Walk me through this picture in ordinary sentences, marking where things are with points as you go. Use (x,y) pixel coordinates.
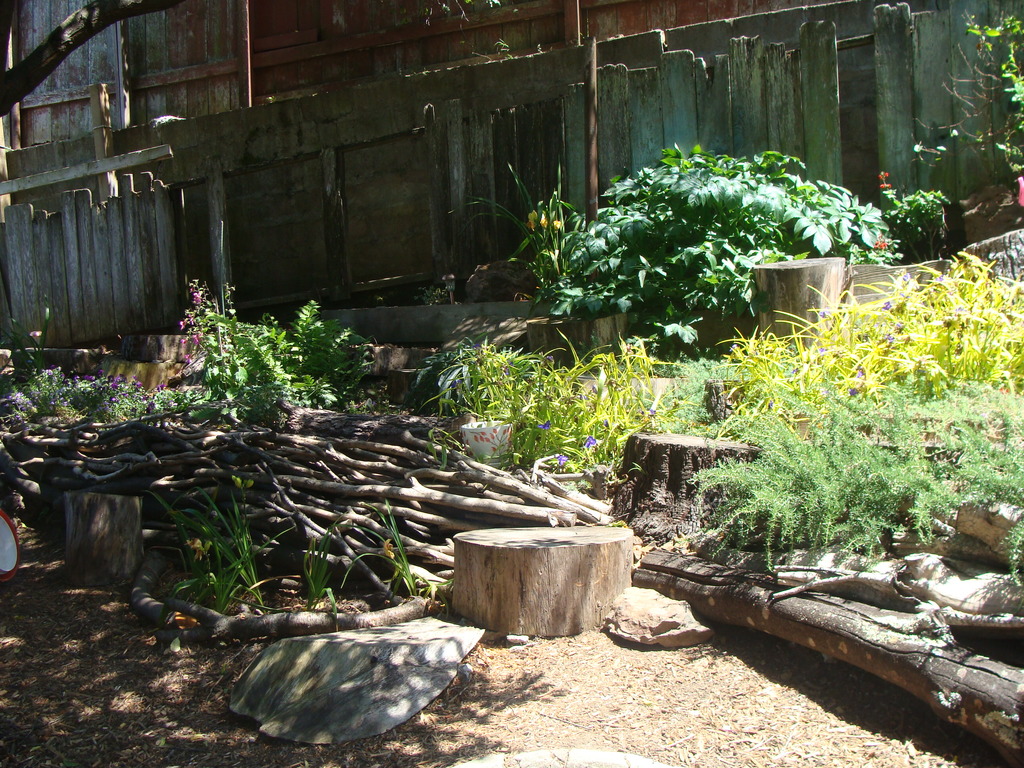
At the bottom of the picture (569,726), we see dry grass (647,713) and the wooden blocks (603,540). On the right side (725,357), we see the plants (827,357) and the shrubs (838,420). In the middle (348,462), we see the wooden sticks (323,468) and on the left side (10,385), we see the plants (122,398) which have flowers (118,385) and these flowers (113,390) are in violet and pink color. In the background (642,199), we see the plants (726,198), poles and the wooden railing (574,196). We see a building (37,126) in the background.
